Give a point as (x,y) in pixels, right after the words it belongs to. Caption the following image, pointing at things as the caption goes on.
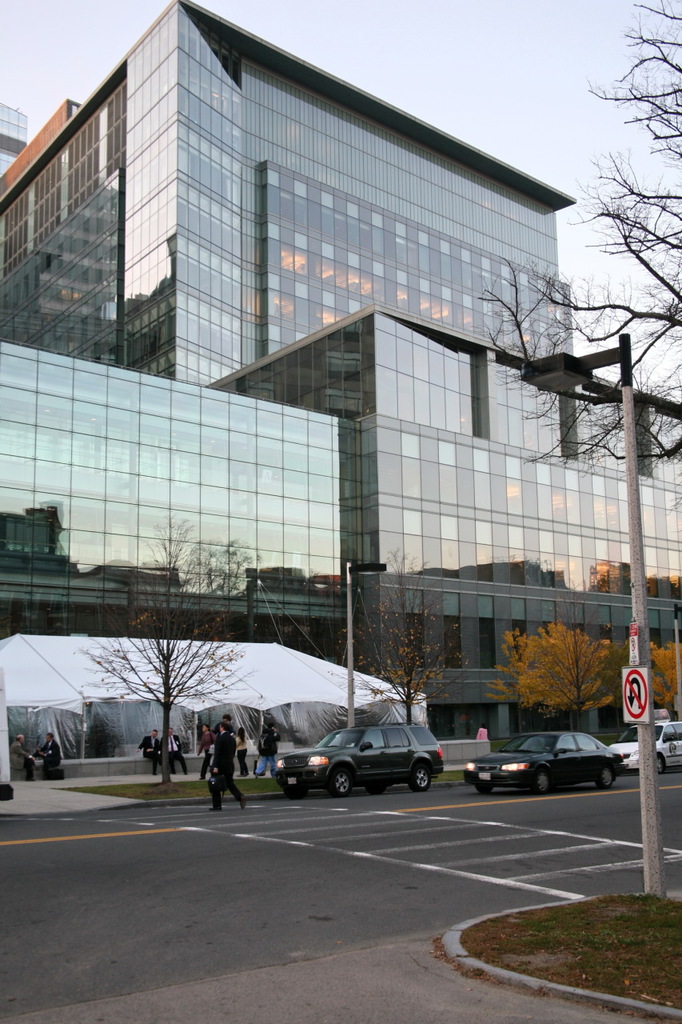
This image consists of a building (217,315). To which there are mirrors (72,546). At the bottom (386,768), we can see three cars (577,763) on the road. And there are many people (41,757) in this image. In the front (278,683), there is a tent (42,702) in white color. At the top (406,74), there is sky (399,34).
